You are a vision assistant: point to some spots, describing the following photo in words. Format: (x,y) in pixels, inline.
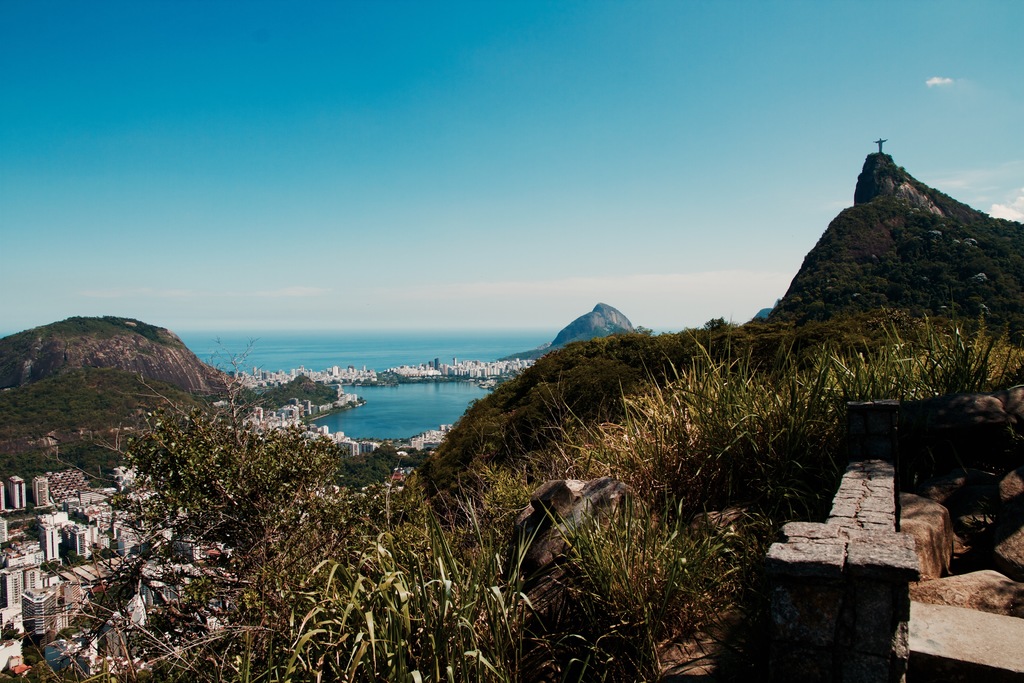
This picture is clicked outside the city (51,542). In the foreground (869,625) we can see the rocks (936,546), green grass (455,613) and in the center (395,421) we can see a water body (440,401) and the buildings (103,494) and some hills (165,359). In the background (366,73) we can see the sky (779,239).
